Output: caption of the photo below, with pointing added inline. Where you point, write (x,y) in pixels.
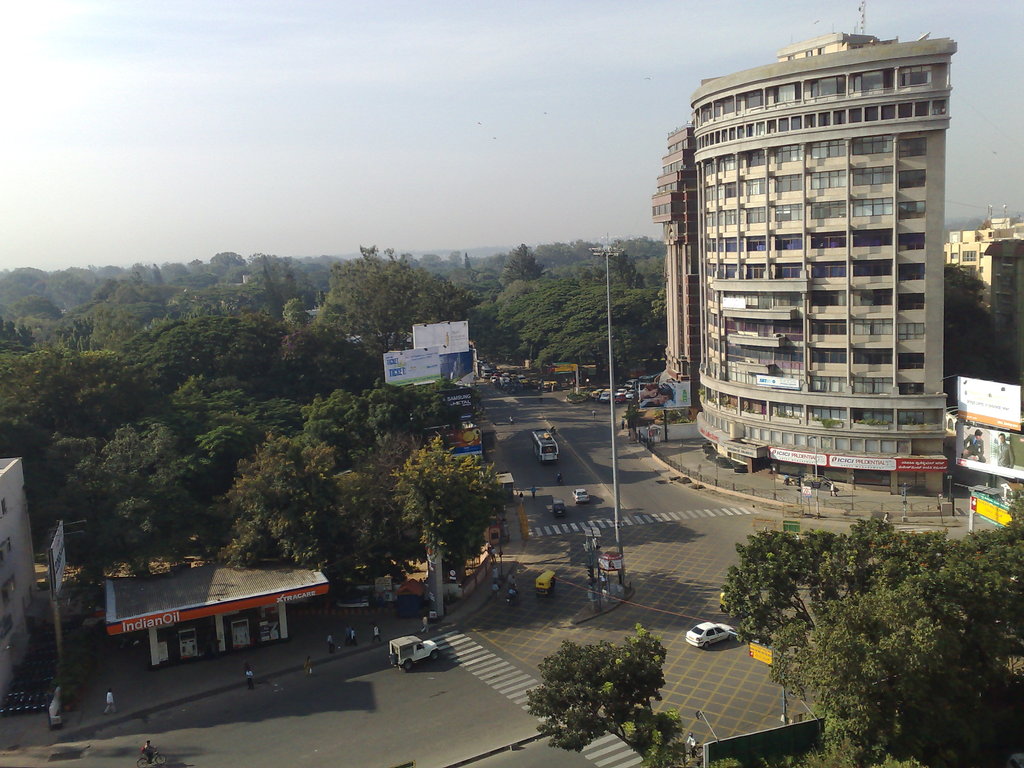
In this picture we can see buildings (927,306) on the right side (939,277), there are some vehicles (585,496) traveling on the road (539,407), in the middle (450,475) we can see trees (340,328), there is a petrol pump (192,627) at the bottom (175,630), we can also see a people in the middle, there are some people (328,640) walking on the road (180,708), there is the sky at the top of the picture (393,116).
